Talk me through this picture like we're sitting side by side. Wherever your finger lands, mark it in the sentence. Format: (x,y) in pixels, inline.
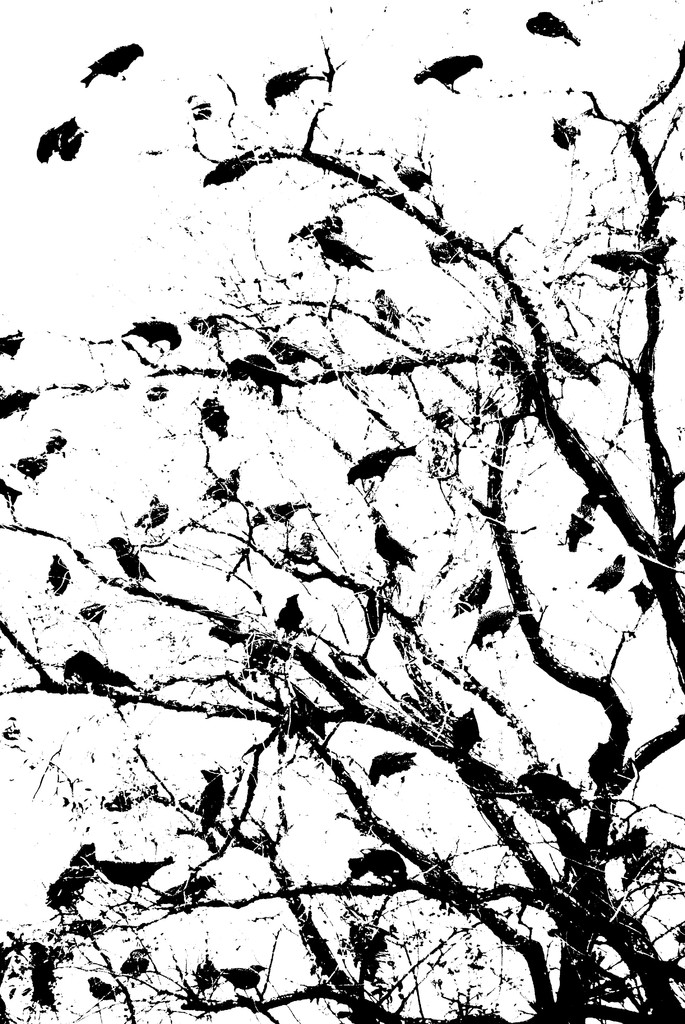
It is an edited picture of birds (483,591) present on the tree (321,754).
